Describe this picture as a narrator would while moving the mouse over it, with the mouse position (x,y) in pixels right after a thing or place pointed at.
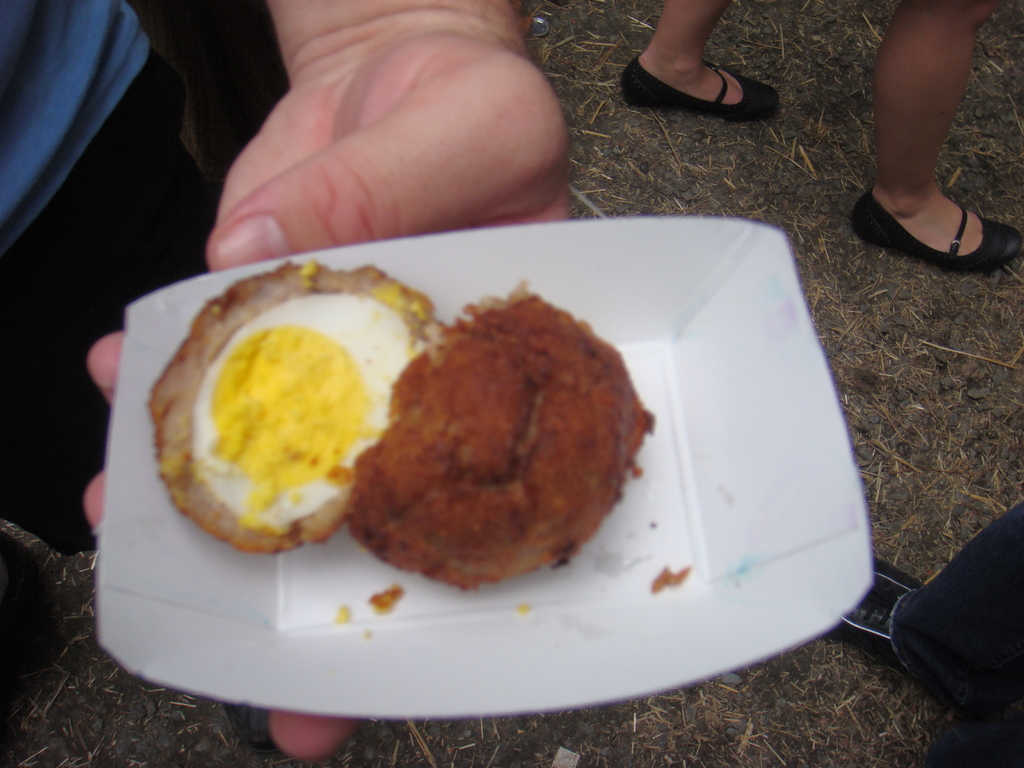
In this picture I can see egg (332,449) in the paper bowl (636,345) and I can see legs (947,622) of two persons (942,661).
